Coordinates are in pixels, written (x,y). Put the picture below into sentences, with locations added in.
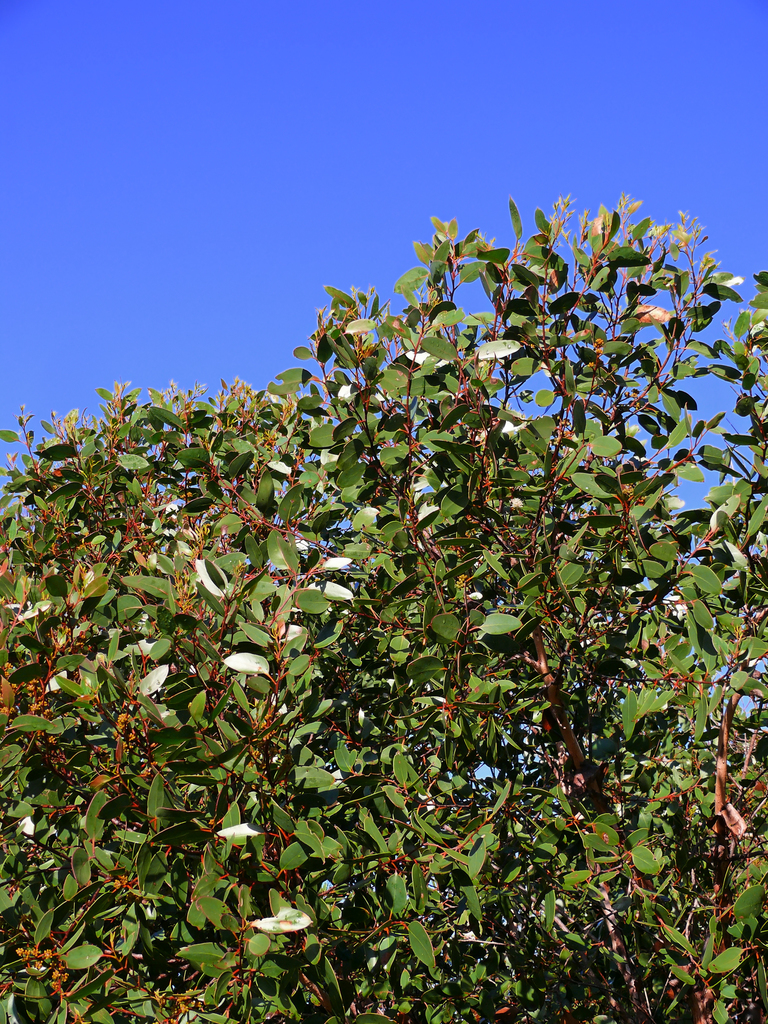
In this image, we can see plants (388,880) that are green in color. We can also see the sky (466,179).
